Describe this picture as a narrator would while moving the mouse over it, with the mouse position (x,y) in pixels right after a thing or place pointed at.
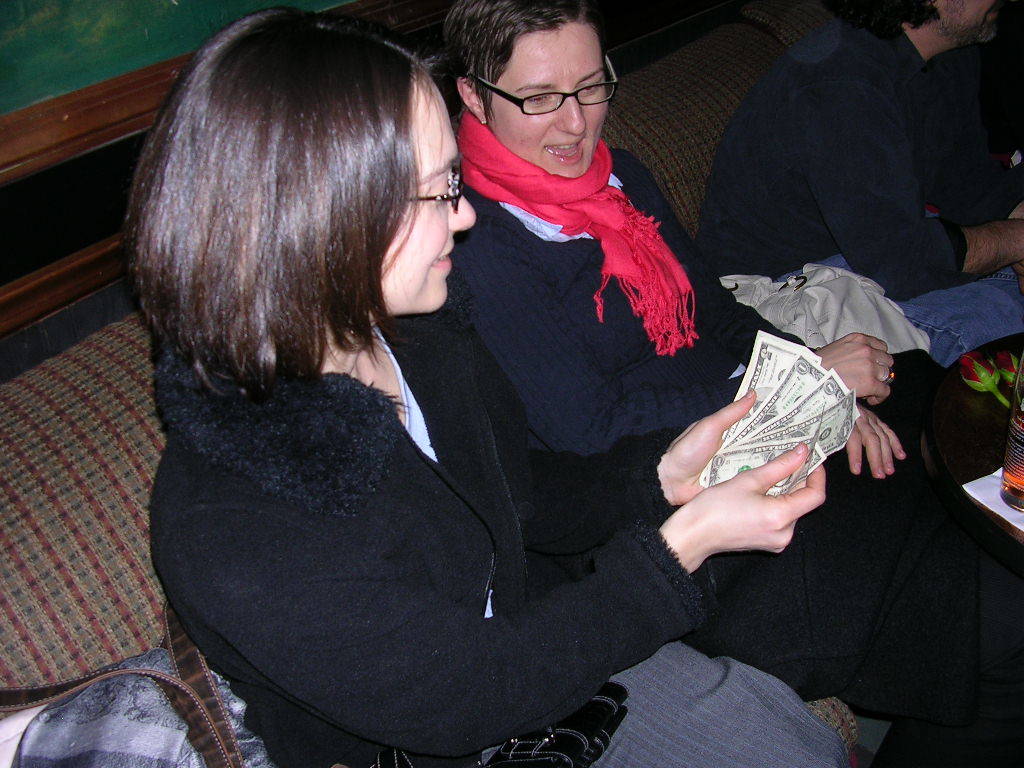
In this image, there are three people (461,502) sitting on a couch (129,539). This woman (457,638) is holding the currency notes (752,438) in her hands (774,478). At the bottom of the image (151,653), that looks like a bag (201,739). On the right side of the image (987,380), I can see the flowers (990,364) and a bottle (1013,450).
